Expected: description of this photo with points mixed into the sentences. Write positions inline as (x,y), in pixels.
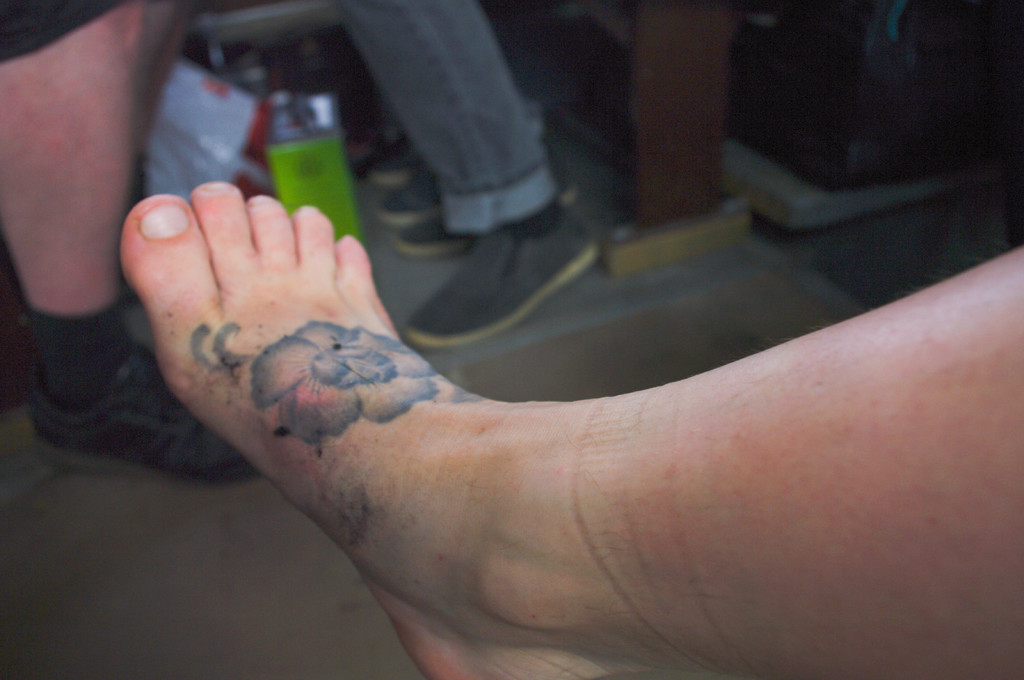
In this image I can see there is a tattoo (411,398) on the human leg (464,414).
